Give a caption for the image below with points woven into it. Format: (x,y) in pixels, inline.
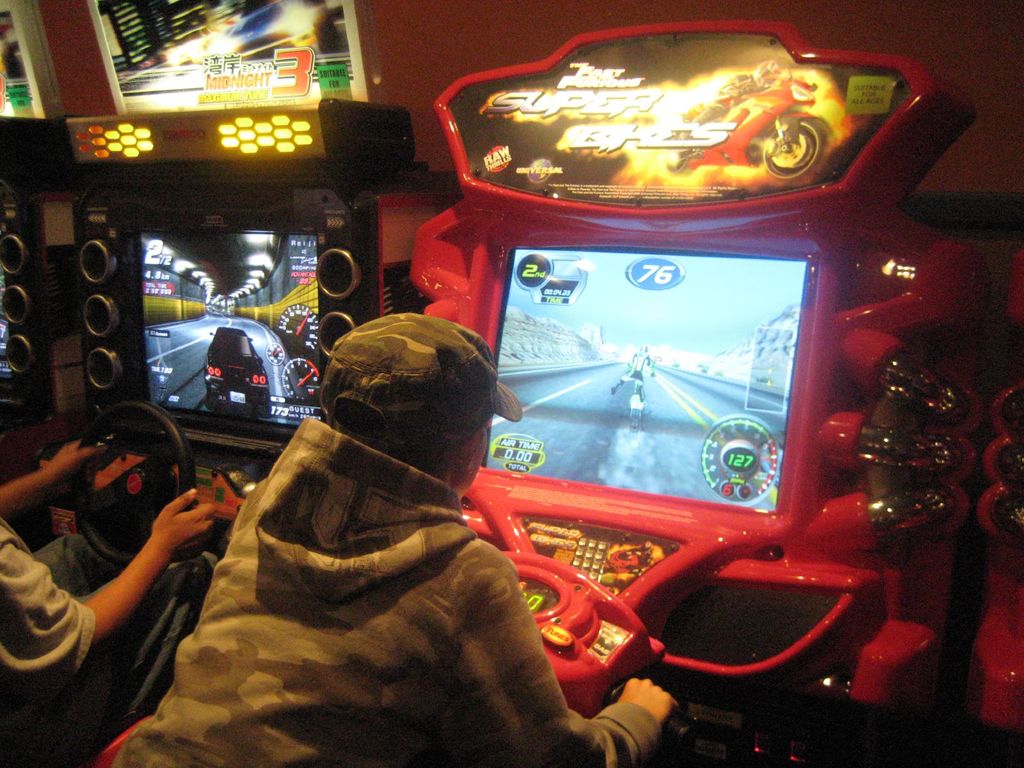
In this picture we can see couple of people (352,575), they are playing video games, in front of them we can see monitors (295,295).
